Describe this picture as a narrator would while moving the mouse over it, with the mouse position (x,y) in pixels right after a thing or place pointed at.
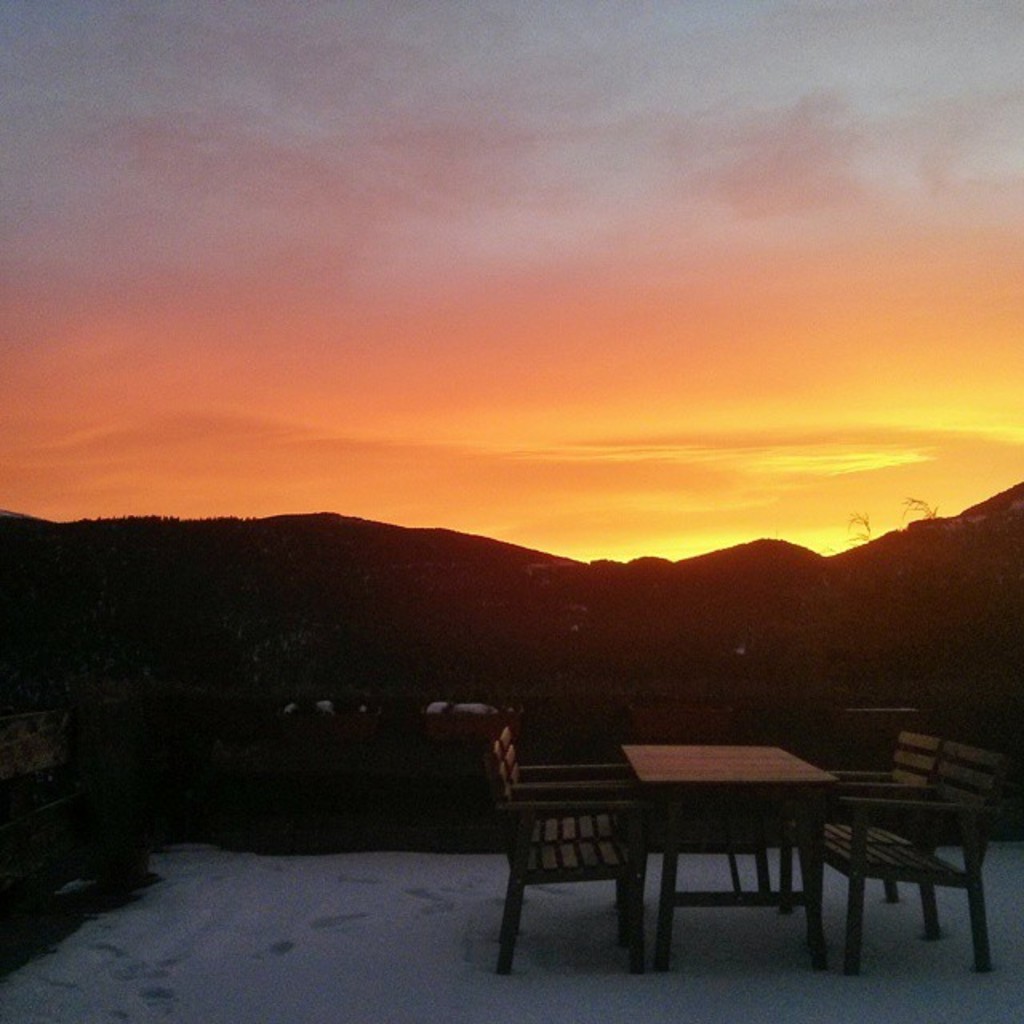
In this image I can see a table (684,900) and benches (506,800) in the front (829,784). There are mountains (672,572) at the back (597,628) and there is sky (366,319) at the top (629,229).
